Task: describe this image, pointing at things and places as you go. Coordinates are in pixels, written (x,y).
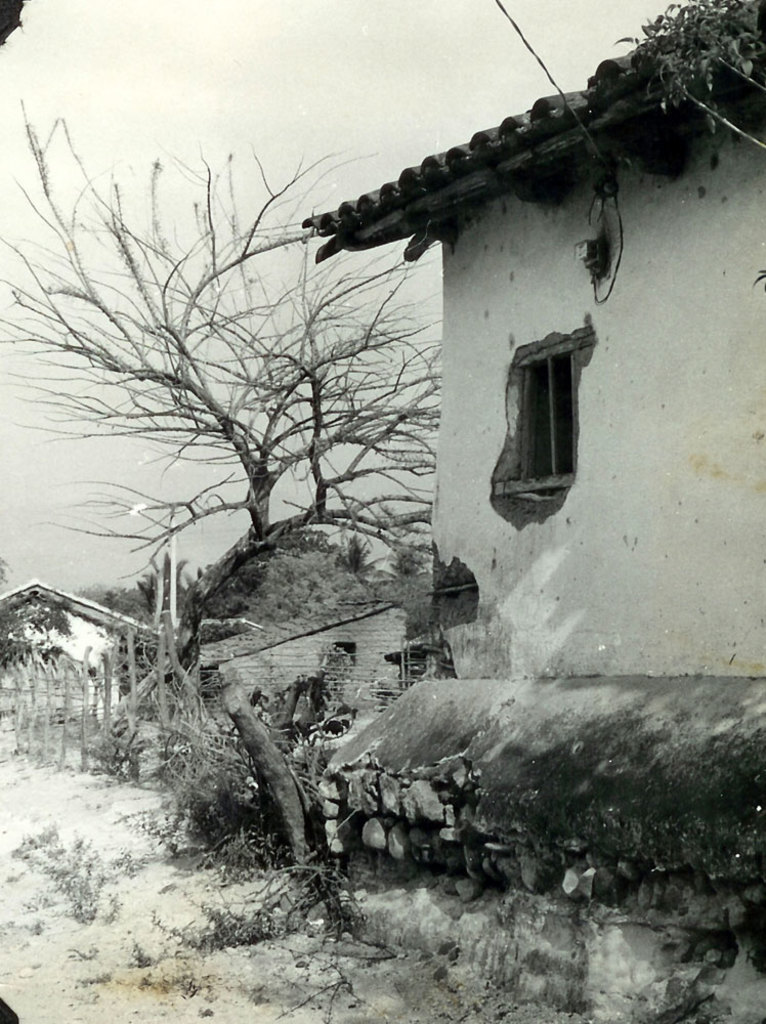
This is a black and white image. We can see some houses (255,649), trees (185,664) and plants (244,827). We can also see the fence (22,715) and the sky (289,22). We can see the ground (102,863).
